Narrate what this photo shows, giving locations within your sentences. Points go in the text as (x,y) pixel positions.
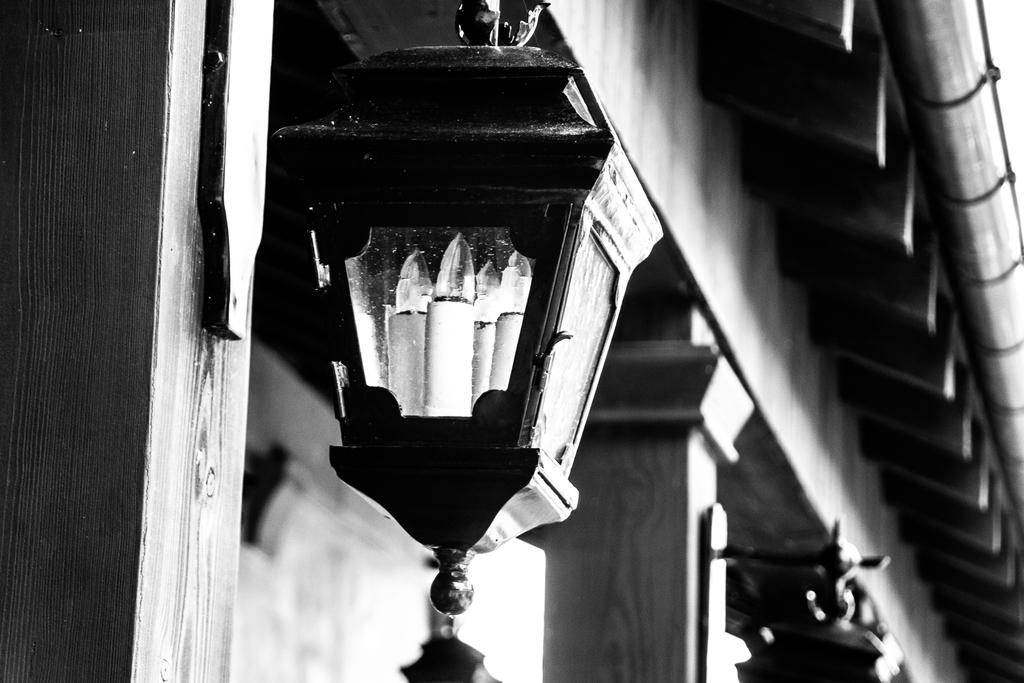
It is a black and white image. In this image in front (431,150) there is a light (444,479). There are pillars (595,561). On top of the image (813,82) there is a ceiling (813,82). In the background of the image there is a wall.
